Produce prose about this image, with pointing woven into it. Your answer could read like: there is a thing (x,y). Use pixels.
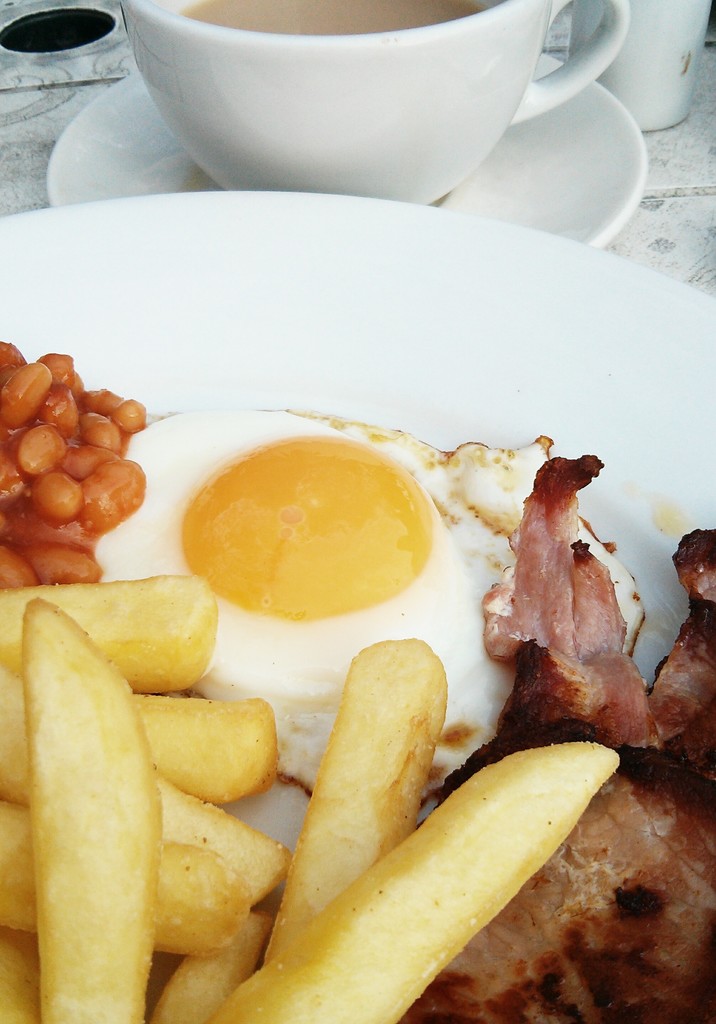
In this picture I can see food items (546,956) on the plate (33,256), cup (371,125) on the saucer (612,113) and an object (619,78), on the table (691,203).
